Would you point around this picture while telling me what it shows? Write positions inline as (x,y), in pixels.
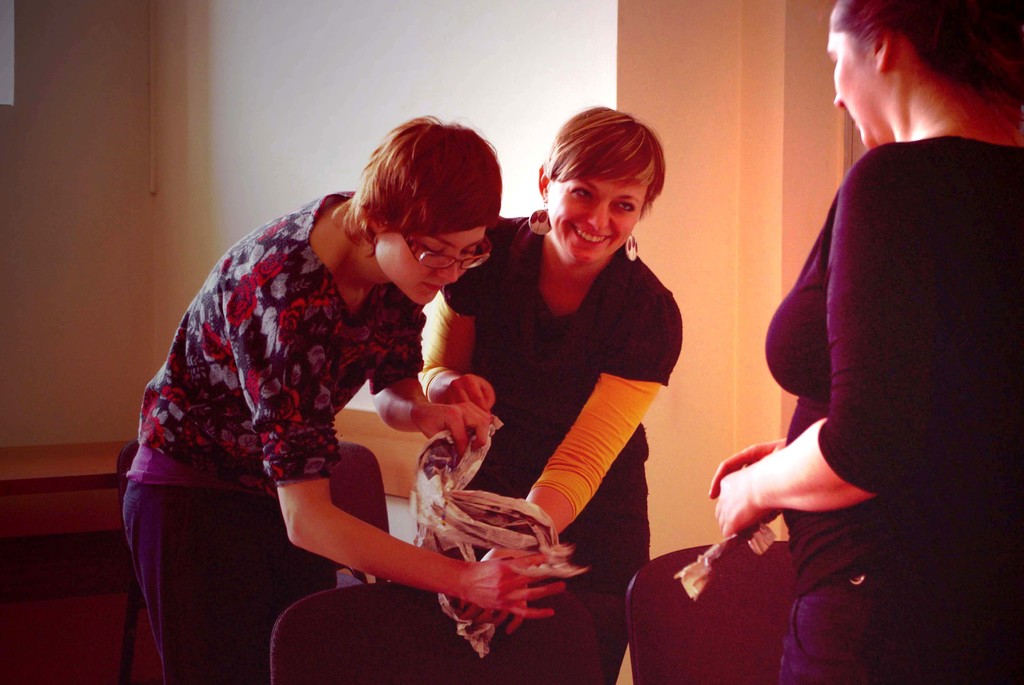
In this image we can see some persons (604,368), chairs (389,591) and other objects (64,492). In the background of the image (293,61) there is a wall (262,60) and other objects (73,468).
